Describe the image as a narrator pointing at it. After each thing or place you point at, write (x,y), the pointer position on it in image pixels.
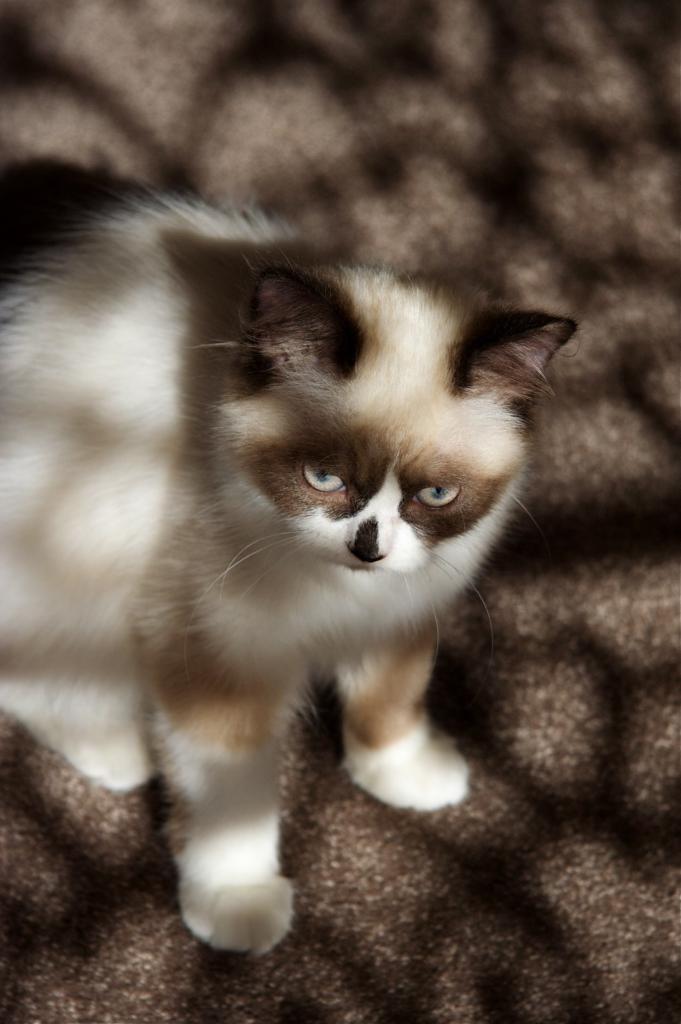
In the image we can see there is a cat (273,740) sitting on the ground (396,859).
